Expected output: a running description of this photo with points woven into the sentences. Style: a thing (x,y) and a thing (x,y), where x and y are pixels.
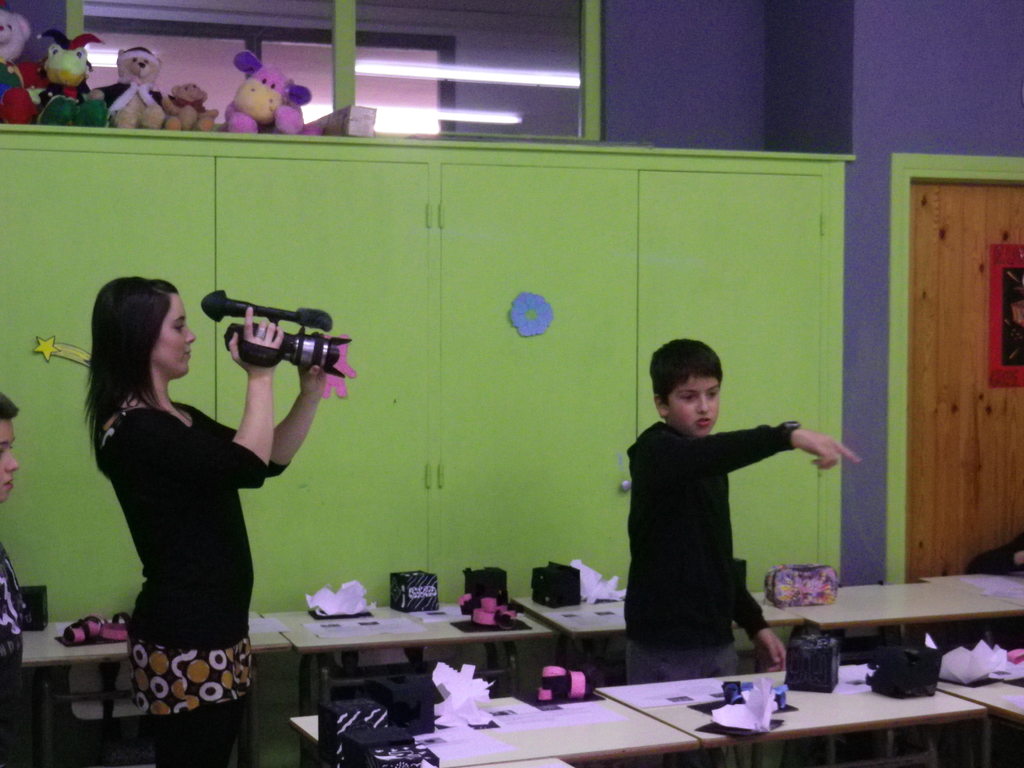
In this image I can see two persons (715,520) standing. The person (800,433) at right (700,522) wearing black dress (701,519), the person (173,558) at left (148,566) wearing black shirt (171,566) holding camera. Background (650,260) I can see cupboards (636,272) in green color and wall (625,39) in purple color.
